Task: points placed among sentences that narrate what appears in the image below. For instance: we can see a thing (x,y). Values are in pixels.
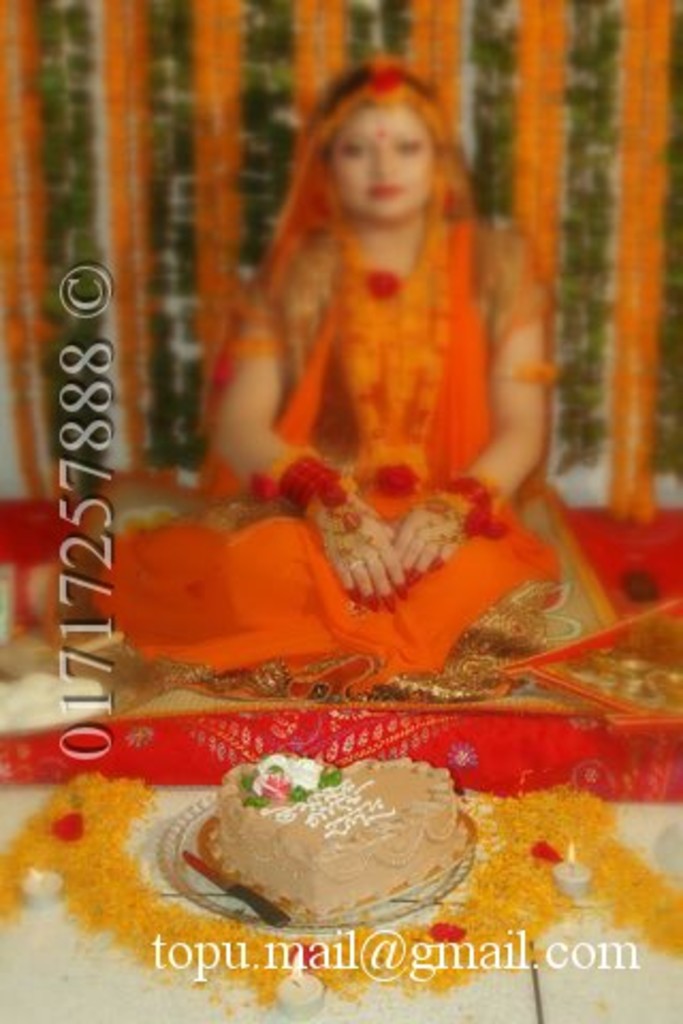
In this image there is a cake (294,846), flowers (513,863), candles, a person (194,671) sitting on a carpet (17,514), and there are watermarks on the image.
